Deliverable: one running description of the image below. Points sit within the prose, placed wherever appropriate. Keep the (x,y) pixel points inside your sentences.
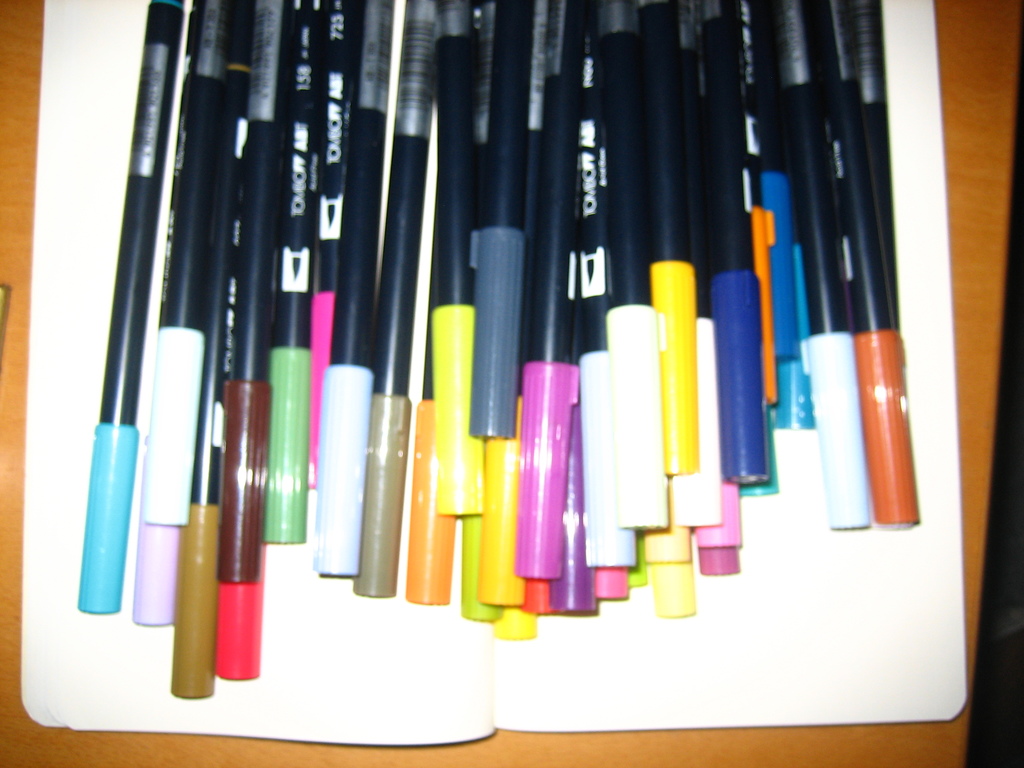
In this image I can see a white colour thing (936,423) and on it I can see number of sketch pens (547,282).
